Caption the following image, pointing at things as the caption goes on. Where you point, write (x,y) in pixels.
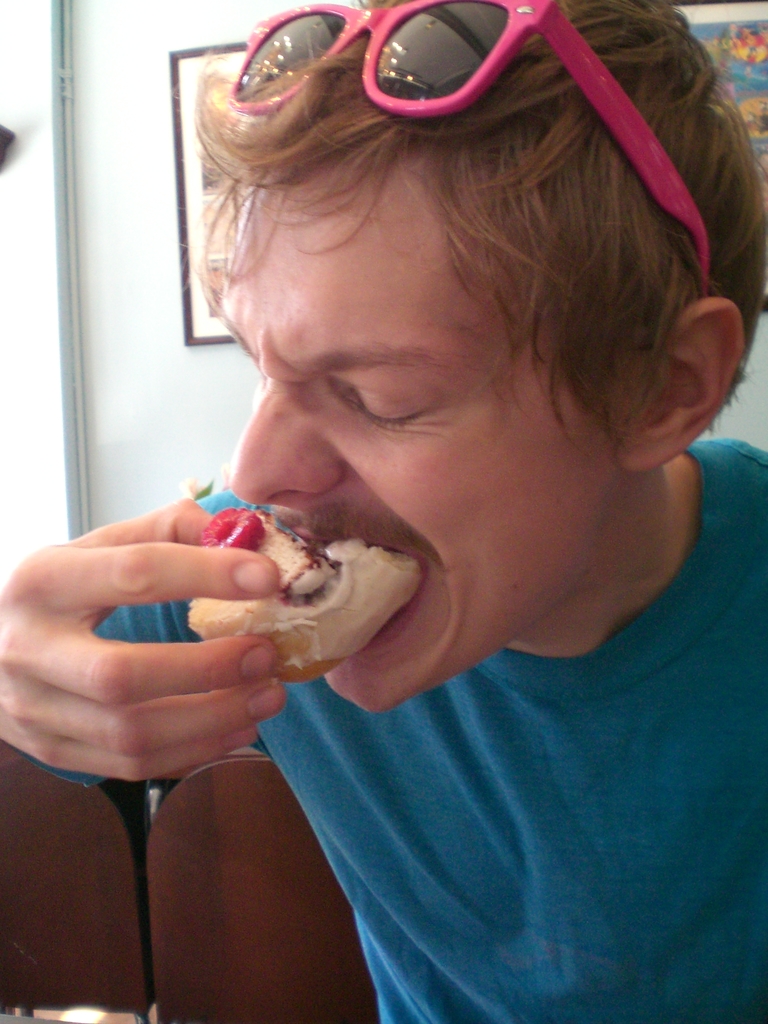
This person (621,364) is eating a food (285,625). Pictures (750,74) are on the wall (152,282).
